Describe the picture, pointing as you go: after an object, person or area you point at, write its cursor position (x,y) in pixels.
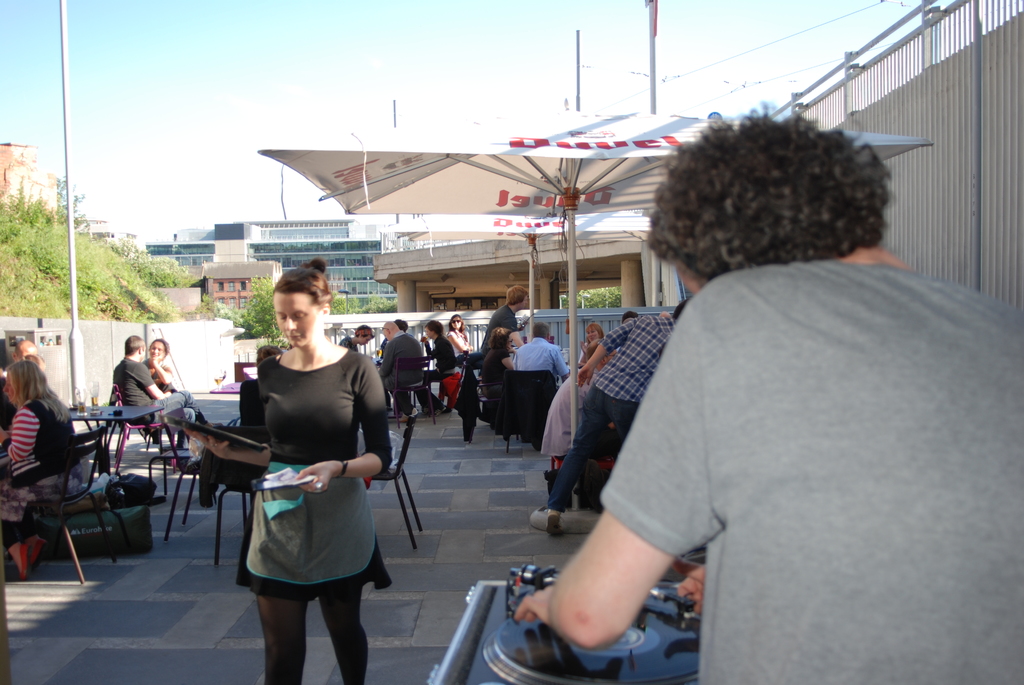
In this image we can see some buildings (358,252), some trees (268,284), some plants (6,276), some bushes (81,301) on the surface (320,613), some poles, two tents (574,322) with poles (573,259), some wires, some objects (479,658) are on the surface (438,601), some people (125,403) are sitting on the chairs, some objects (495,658) are on the tables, some people (509,317) are standing, one woman (264,505) walking and holding some objects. There are some people (507,365) holding some objects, one man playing music and at the top (857,33) there is the sky (468,20).
